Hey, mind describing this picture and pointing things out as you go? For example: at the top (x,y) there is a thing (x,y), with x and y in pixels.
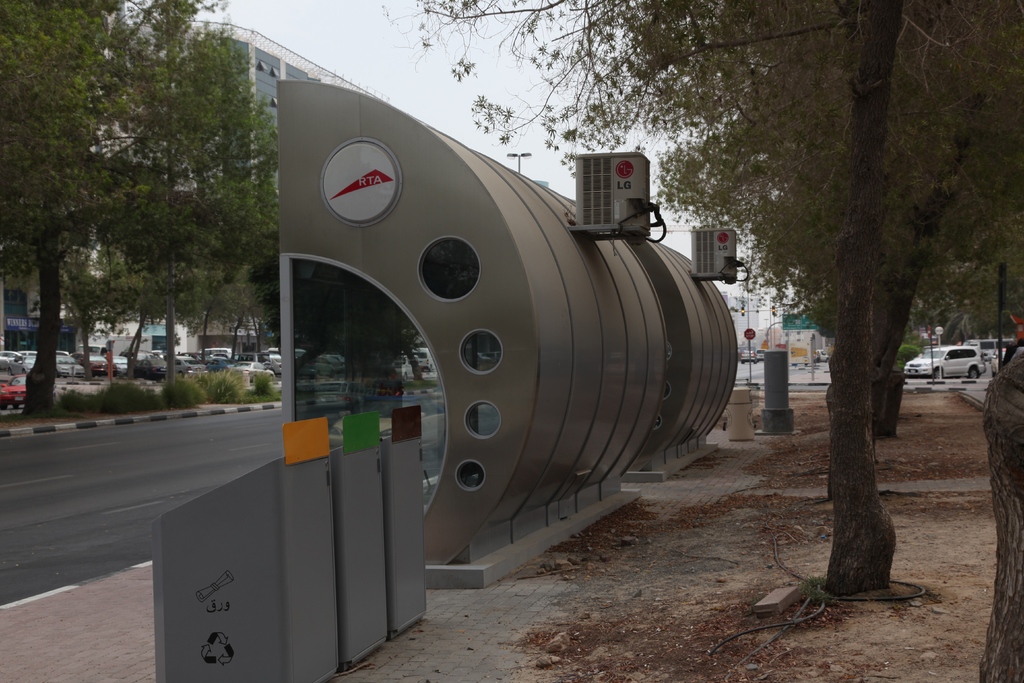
In this picture we can see a bus stop (383,328). On the bus stop (555,232) there are some objects (598,210). On the left side of the bus stop (283,369), there are some vehicles (265,364) parked on the road (61,382) and trees (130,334). Behind the trees (167,166) there is a building (304,74) and the sky (403,15). On the right side of the bus stop (553,318), there are poles (750,340) with boards (808,326).
